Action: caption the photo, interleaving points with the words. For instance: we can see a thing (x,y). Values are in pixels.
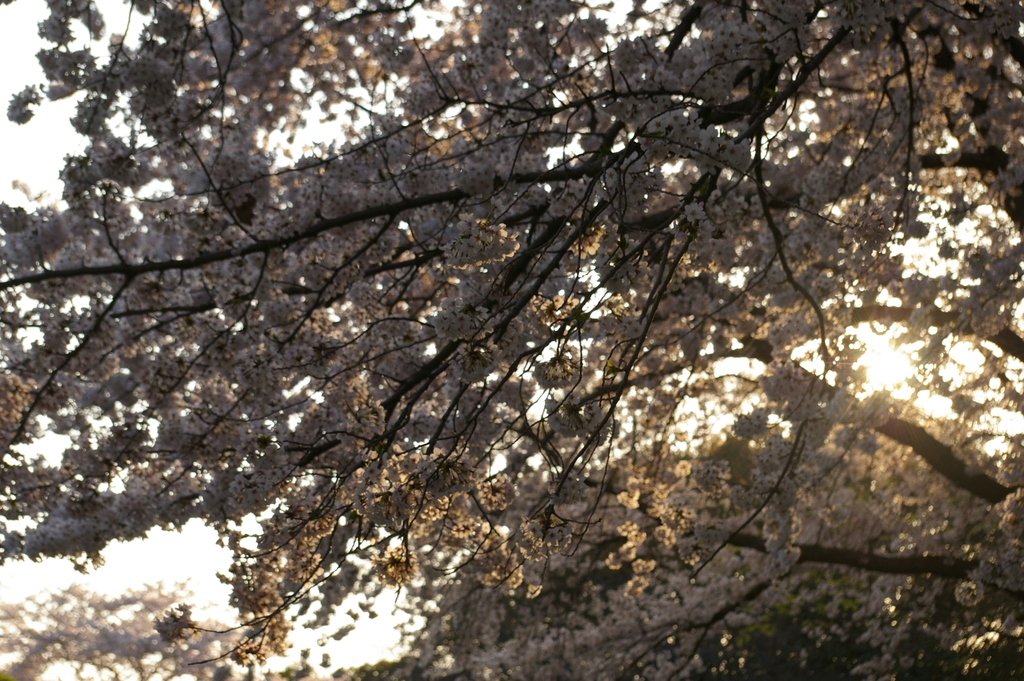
There are trees (668,308) in the foreground area of the image (368,414) and the sky (59,676) in the background (35,338).
